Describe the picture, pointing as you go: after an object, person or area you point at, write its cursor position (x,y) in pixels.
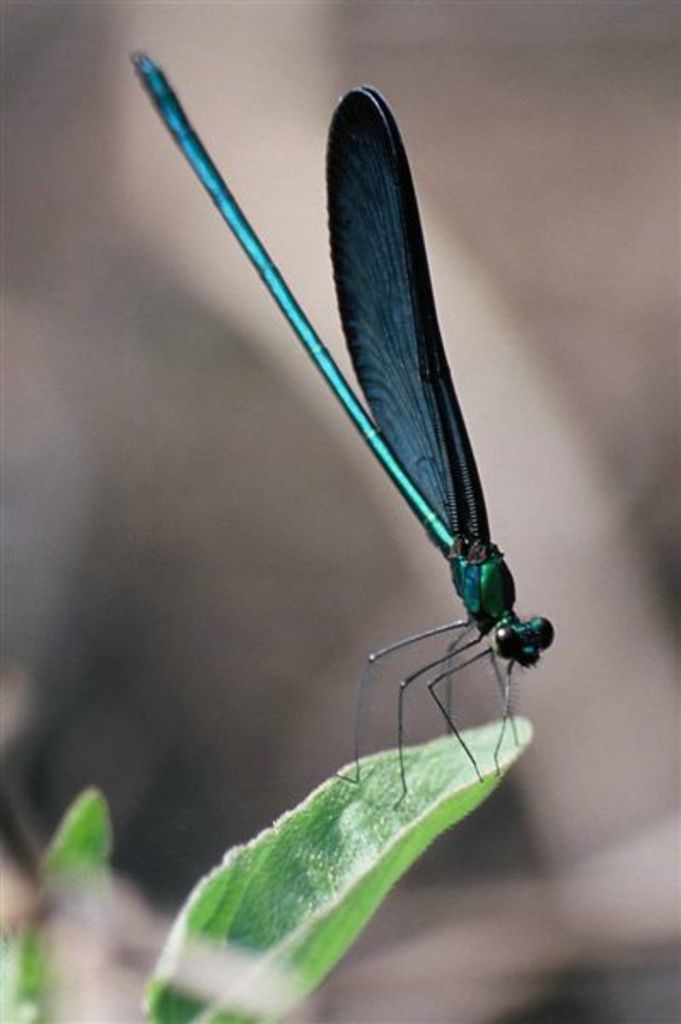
In this image we can see an insect (441,504) on the leaf (491,757). There are few leaves (508,752) in the image. There is a blur background (394,34) in the image.
